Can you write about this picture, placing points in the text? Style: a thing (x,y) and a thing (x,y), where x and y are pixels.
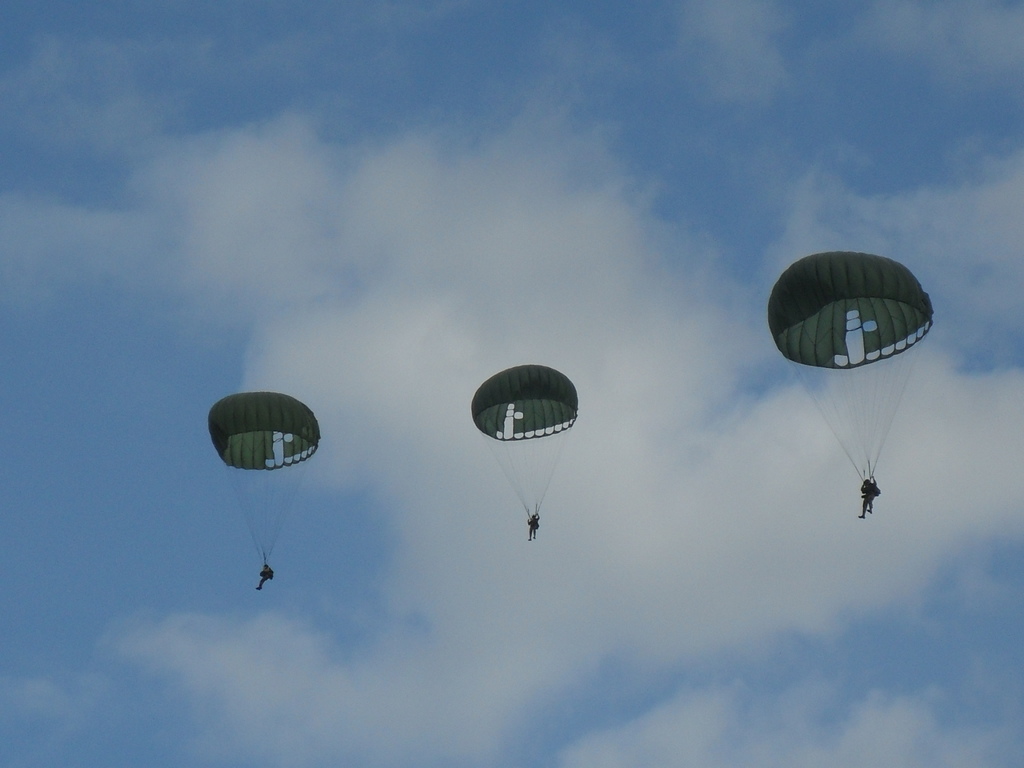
In this image we can see the people (535,524) parachuting. In the background (823,420) we can see the sky (564,215) with the clouds (810,628).
